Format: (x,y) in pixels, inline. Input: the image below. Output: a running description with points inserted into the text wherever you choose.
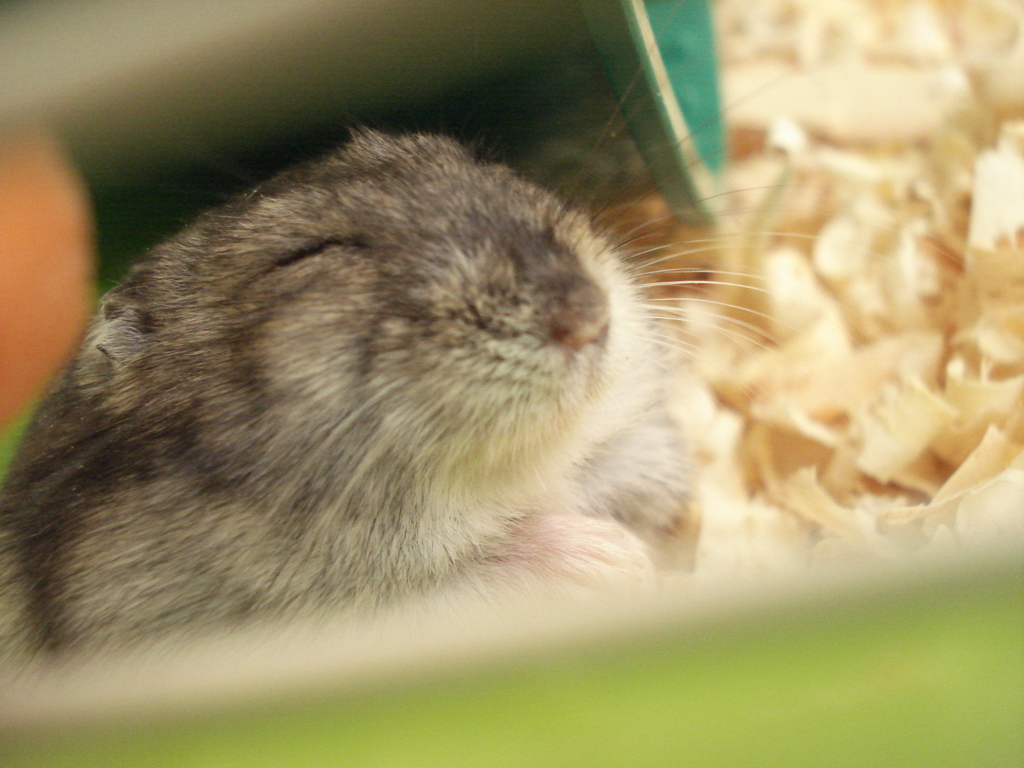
In the picture I can see a hamster (339,420) and some other objects (828,344).
